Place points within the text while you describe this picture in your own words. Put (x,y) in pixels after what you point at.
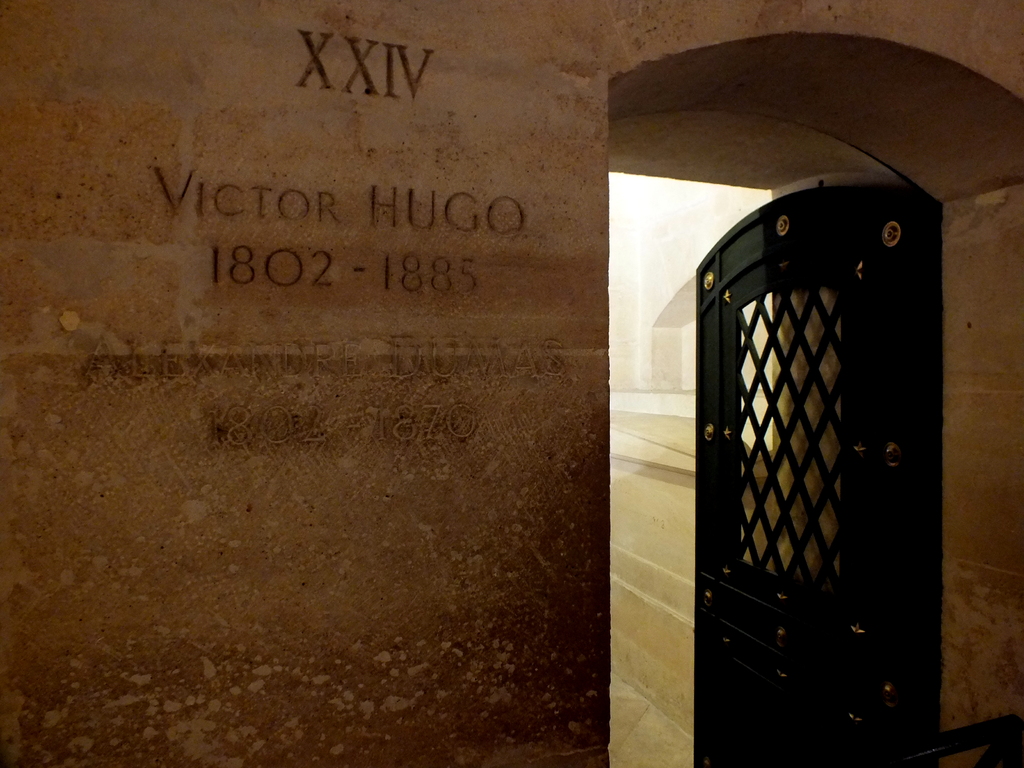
On the right of this picture (840,232) we can see a door (737,413). On the left (183,193) we can see the text (322,206) and numbers (434,280) on the wall (547,245). In the background (679,605) we can see the ground (638,754) and some other objects (667,494).
